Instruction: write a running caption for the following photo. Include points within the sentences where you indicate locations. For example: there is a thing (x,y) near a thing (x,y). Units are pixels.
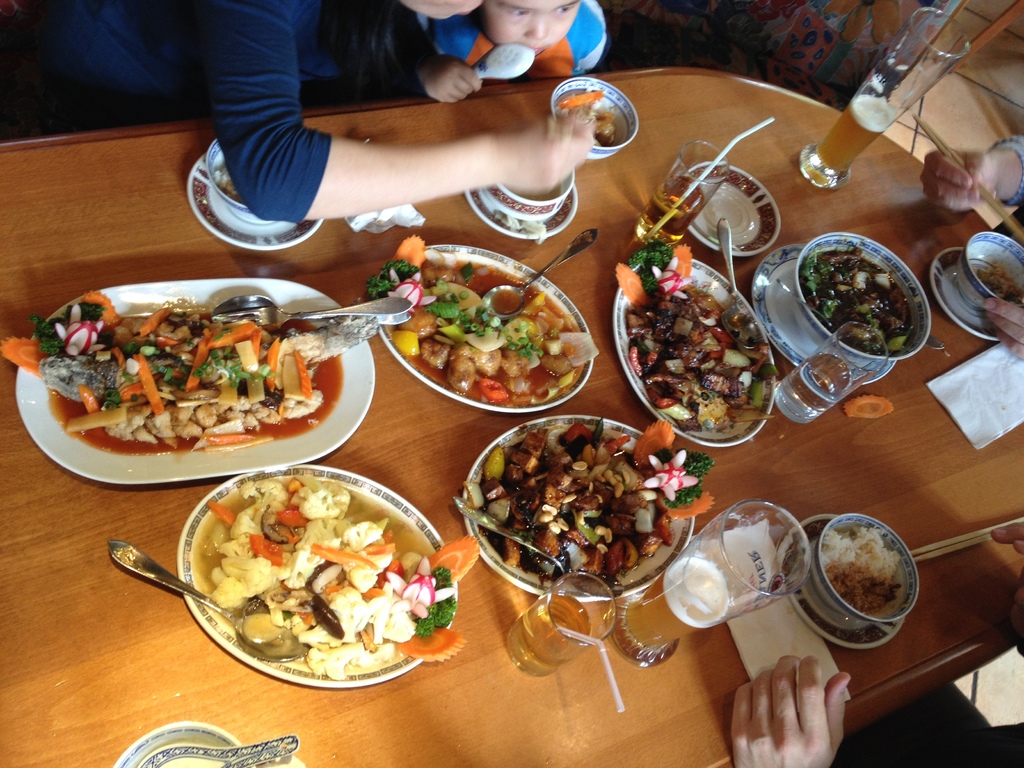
In this image, we can see plates (167,455), spoons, glasses (684,592) with drink (685,616) and there are bowls (863,613), straws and food items (528,305), tissues (969,420) and sticks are on the table (490,683). In the background (461,75), we can see people (585,61) and some are holding objects (513,56) in their hands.
